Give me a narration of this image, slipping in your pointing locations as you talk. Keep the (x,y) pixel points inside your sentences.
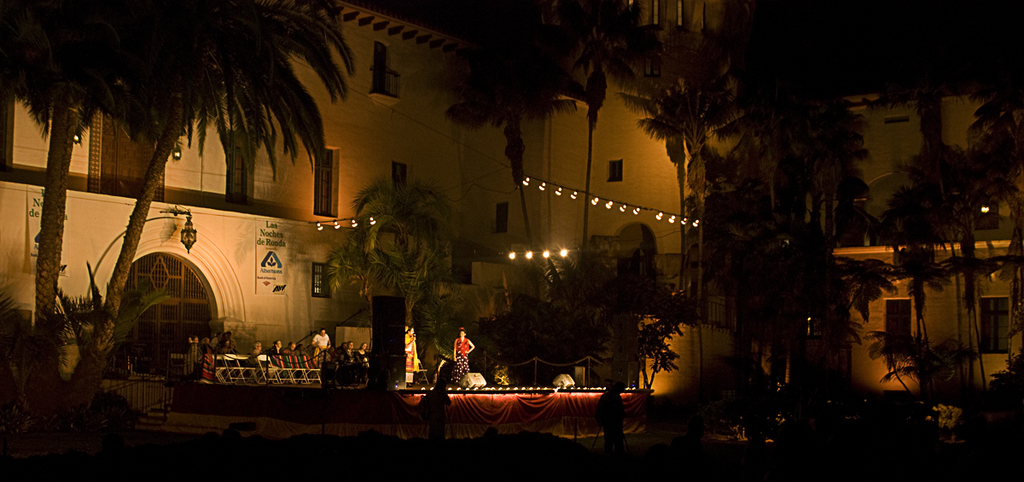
In this picture we can see some people (440,439), chairs (294,369), speakers (396,367), banners (33,221), trees (828,225), cloth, lights (645,211), buildings (578,223) with windows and some objects (154,405).
